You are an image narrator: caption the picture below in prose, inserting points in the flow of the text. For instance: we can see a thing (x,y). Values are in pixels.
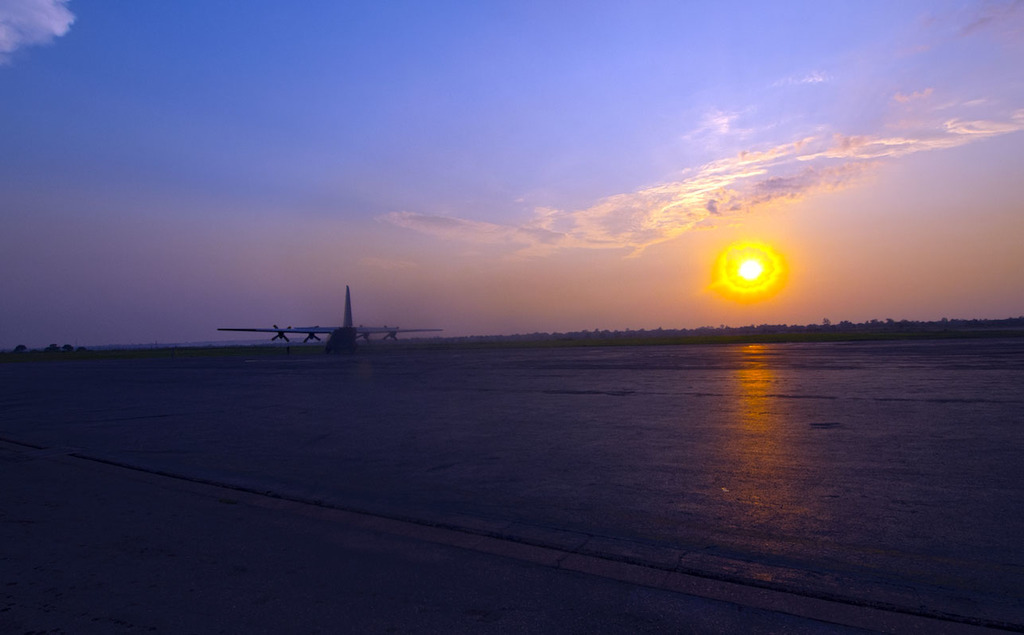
In this image there is an aeroplane (351,348). At the bottom (419,523) there is a runway (502,572). In the background (717,289) we can see the sun (737,279) and sky (419,249).
